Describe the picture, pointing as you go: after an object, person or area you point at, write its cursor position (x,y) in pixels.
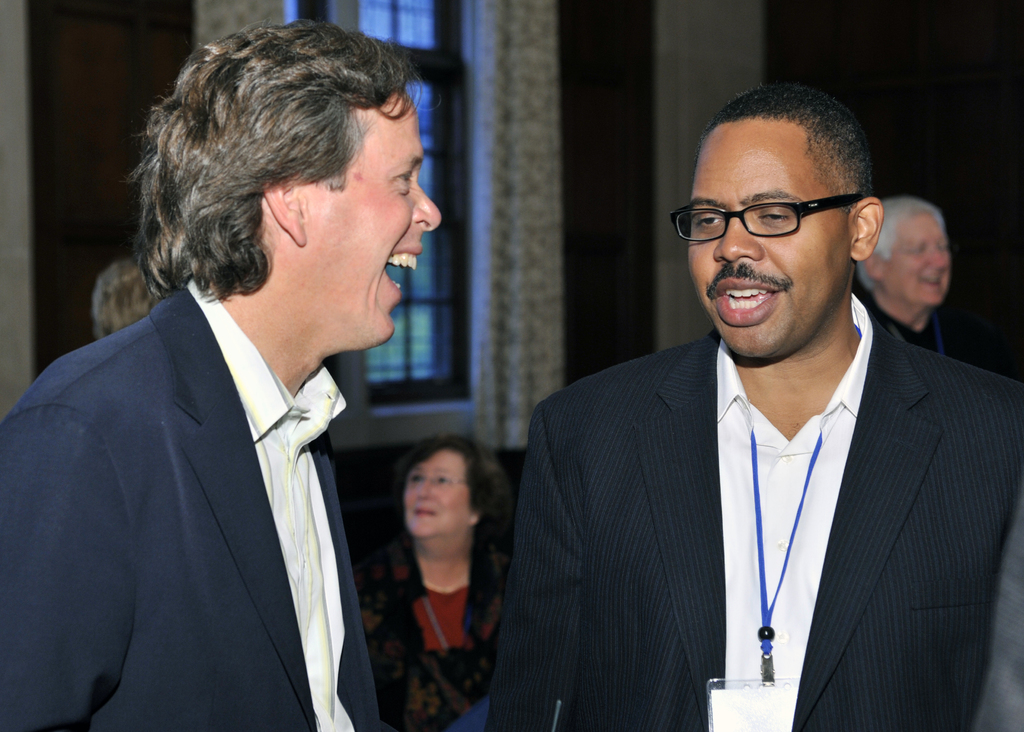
In this image we can see these two people (47,513) wearing blazers (47,498) are standing on the floor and smiling. In the background (370,542), we can see few more people (429,530) here, curtains (515,248), wall (606,170) and glass windows (461,162).
